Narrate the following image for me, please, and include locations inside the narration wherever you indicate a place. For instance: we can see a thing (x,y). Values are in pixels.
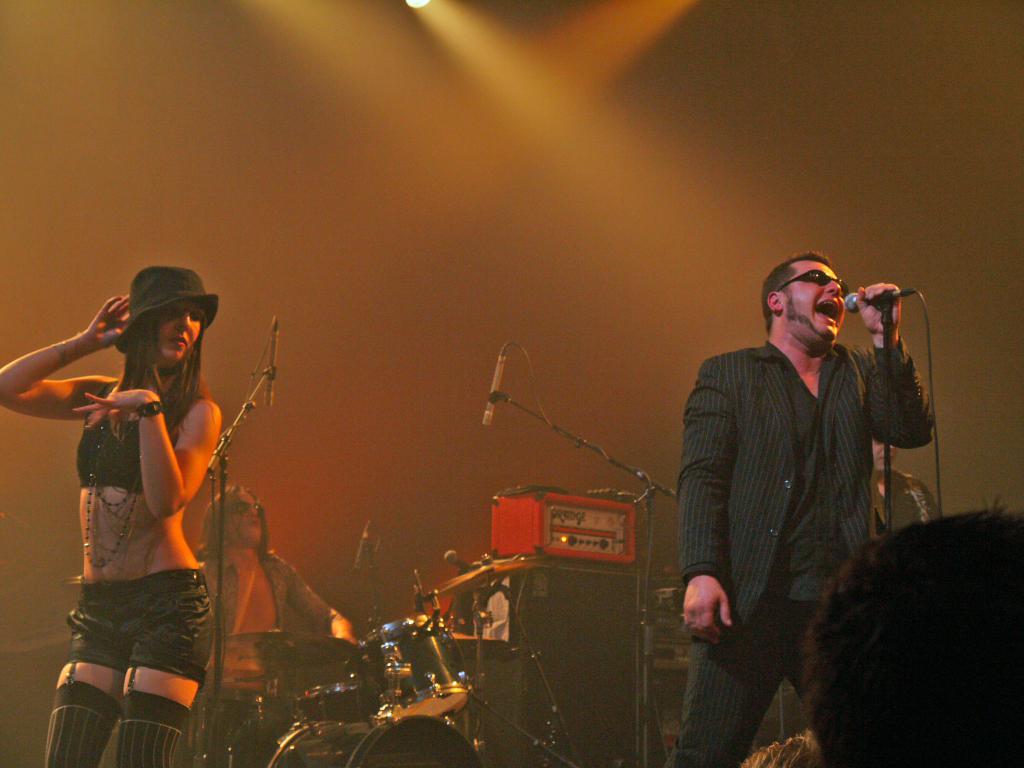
In this picture there is a man (783,441) singing holding a microphone (851,299) with his left hand (886,287) and a woman (96,707) standing over here and in the background (237,600) is a person (274,567) sitting at the drum set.
